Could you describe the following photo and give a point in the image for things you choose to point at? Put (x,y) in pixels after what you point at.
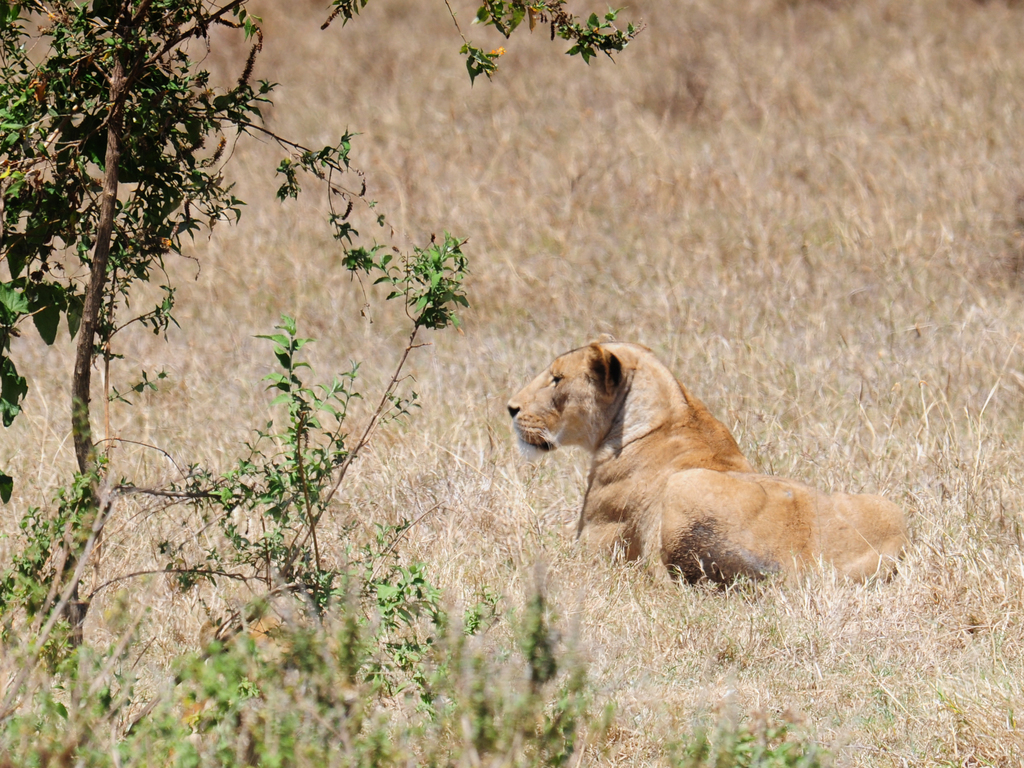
In the middle of the picture (575,381), we see a lion (667,569). On the left side (163,261), we see trees (102,100). In the background (630,320), we see dry grass (574,221). This picture might be clicked in the forest or in a zoo.
